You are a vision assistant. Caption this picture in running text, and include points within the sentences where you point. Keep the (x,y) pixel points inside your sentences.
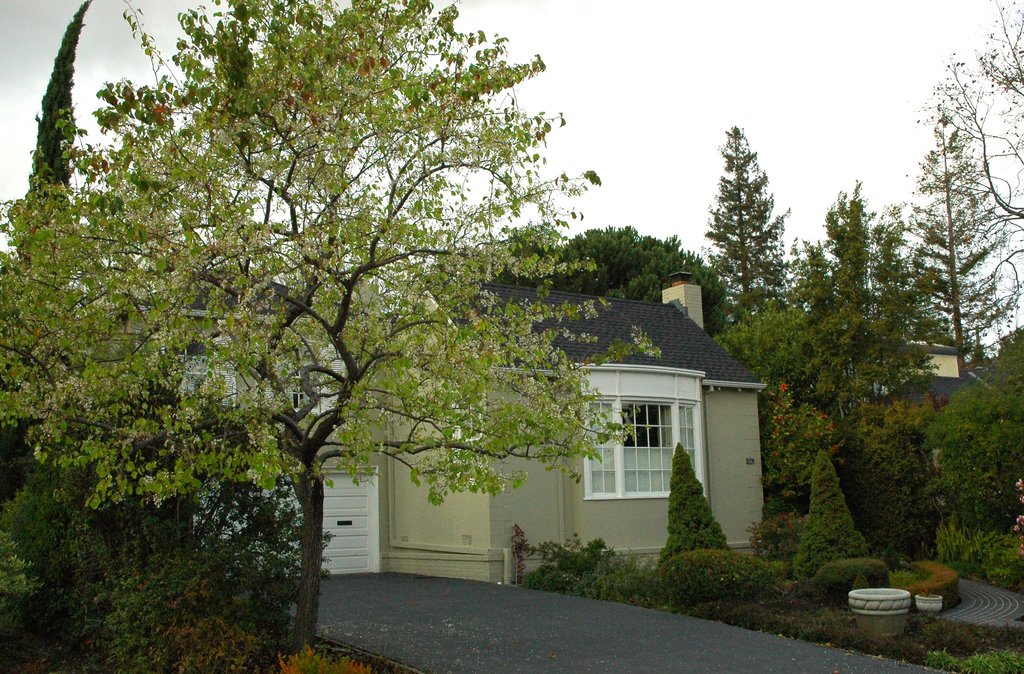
In this image I can see few houses (557,505) in white and cream color, trees (294,262) in green color and the sky (719,122) is in white color.
